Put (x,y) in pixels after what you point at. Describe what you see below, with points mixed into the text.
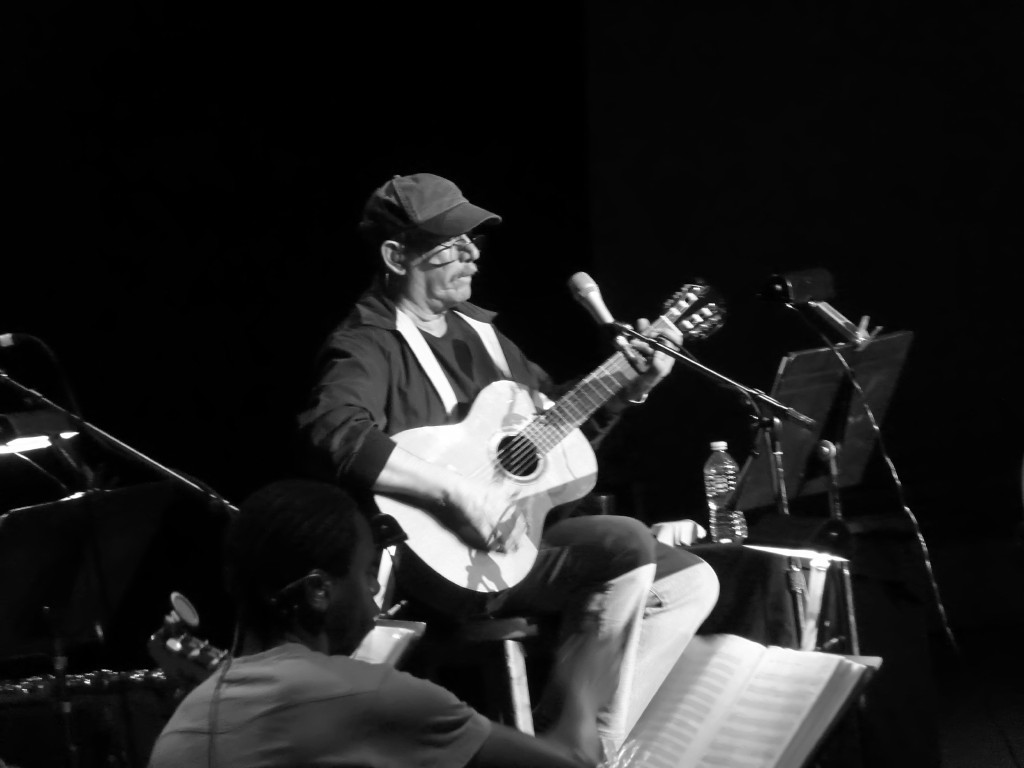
There is a man (401,465) in the image who is sitting on chair (516,636) and holding a guitar (516,465) and playing it in front of a microphone (609,321). On left side (322,666) there is a another man (366,761) and a book (798,688) on a stand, in background (717,488) we can see a water bottle (733,478), table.
